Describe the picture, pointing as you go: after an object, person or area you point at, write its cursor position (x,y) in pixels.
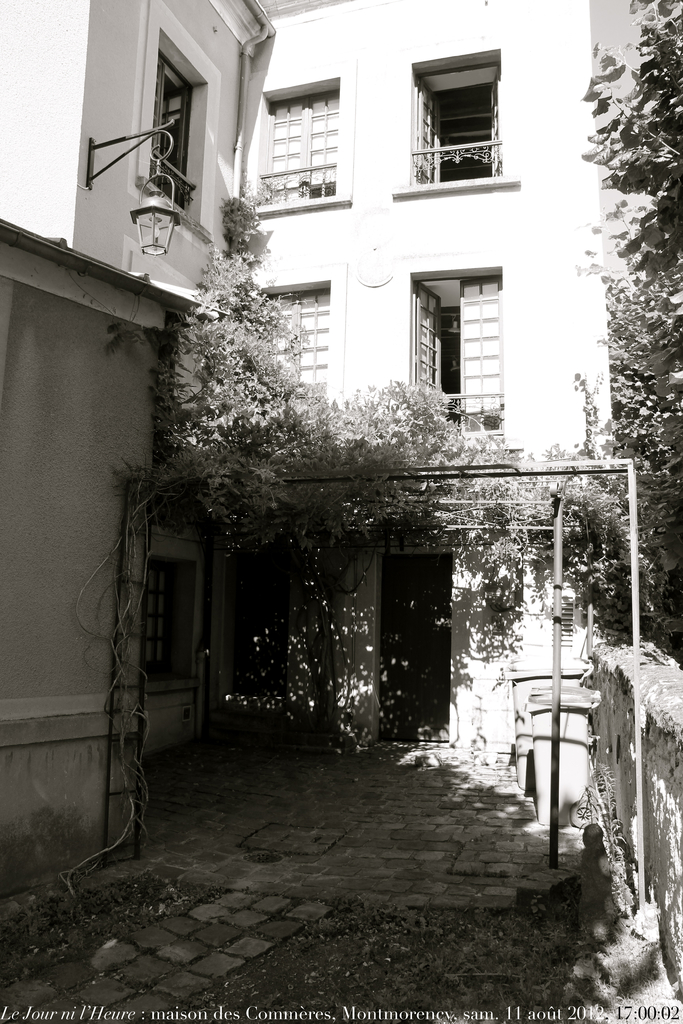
In the image there is a building (431,621) and the windows (464,326) of the houses (408,166) are open, in front of the building (188,276) there is a tree (400,419) and on the left side of the wall (134,187) a light (157,231) is hanged.
